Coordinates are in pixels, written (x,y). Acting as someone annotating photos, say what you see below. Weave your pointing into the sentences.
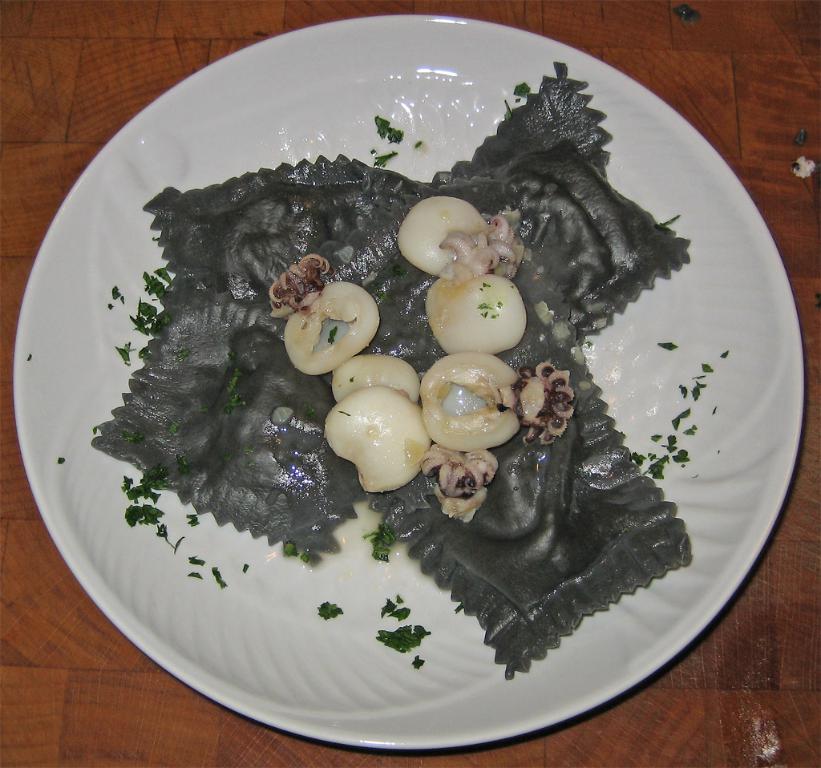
Here we can see food items (372,304) in a plate (669,620) on a platform (668,696).
